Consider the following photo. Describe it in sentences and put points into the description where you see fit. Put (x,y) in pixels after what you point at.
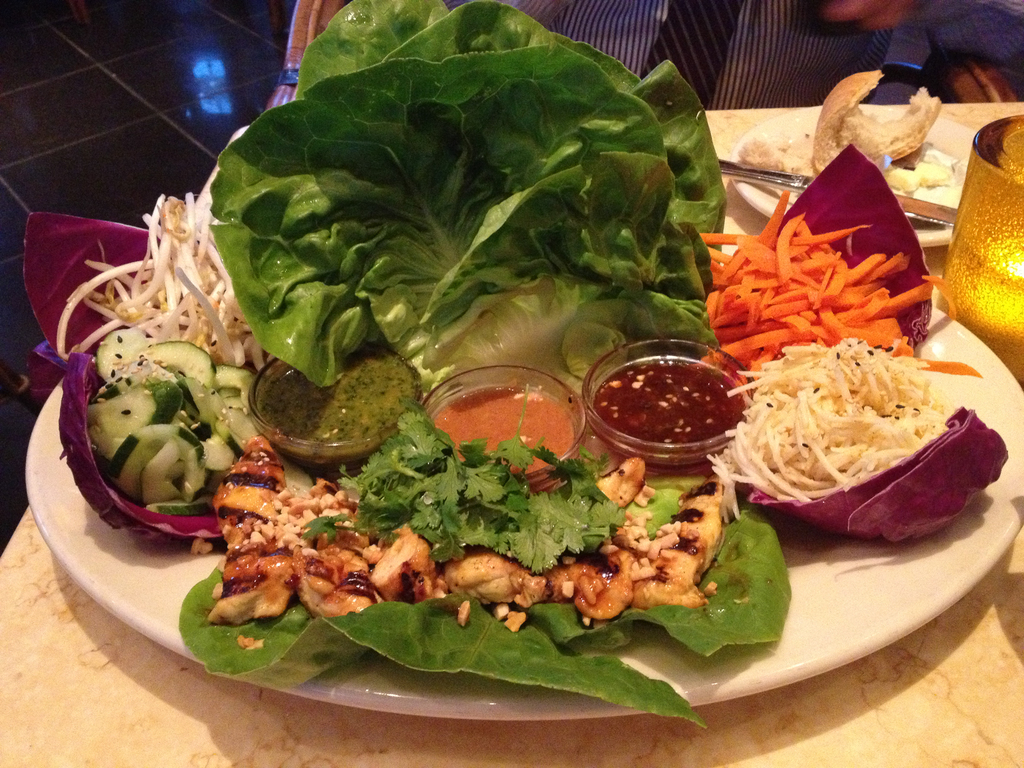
In this image there is a table (297,723) and we can see plates (801,558), knife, lamp (1016,236), sauces (614,383), bowls (632,443), leaves (453,464) and some food (454,480) placed on the table (732,715). In the background (691,14) there is a person (734,23).
